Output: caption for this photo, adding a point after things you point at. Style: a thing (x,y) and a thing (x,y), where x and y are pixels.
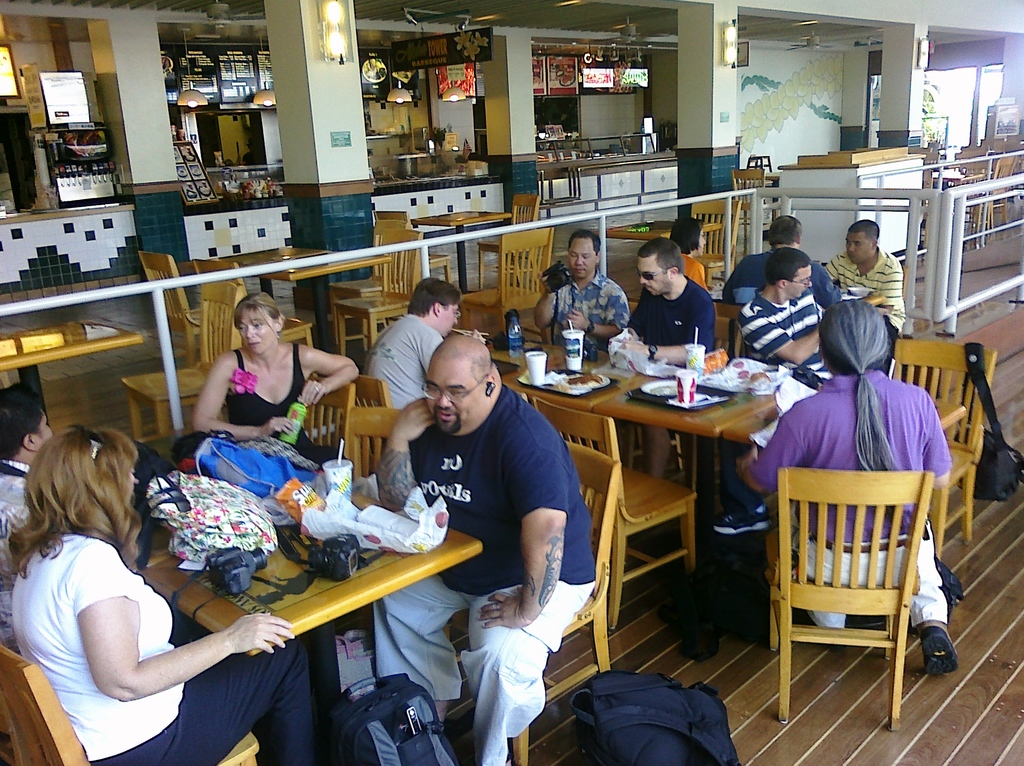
In this picture there are few people (326,364) sat on chairs (597,498) around the table (631,403). The table (376,562) has food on it and over the table (390,565) there are cameras (260,559) and bags (262,526) on it. It seems to be of a hotel (439,169). There are food stalls (270,130) in the background (463,135) and a kitchen (578,115). There are many pillars (308,47) in middle of the room (849,132) with lights (322,39) on it.
